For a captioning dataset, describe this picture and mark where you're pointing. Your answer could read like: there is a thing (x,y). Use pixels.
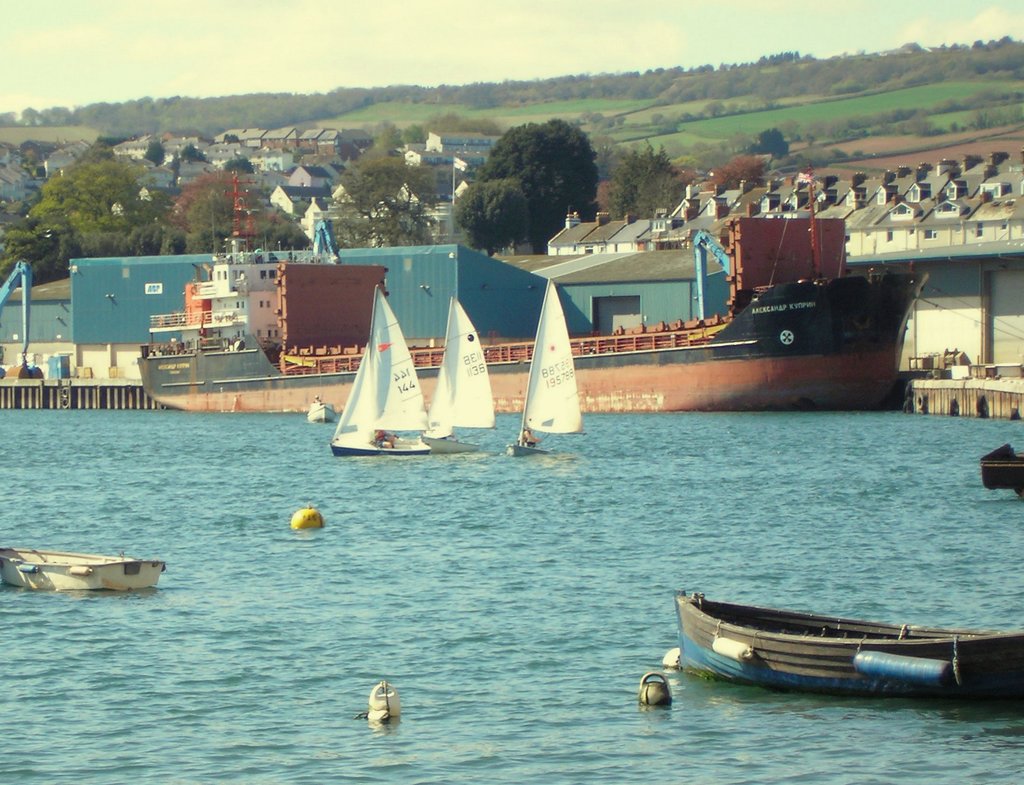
In the image we can see there are many boats (508,364) in the water (714,567). This is a water (423,578), buildings (888,223), windows (924,230) of the building (858,216), trees (654,97), grass (740,128) and a sky (197,42).
